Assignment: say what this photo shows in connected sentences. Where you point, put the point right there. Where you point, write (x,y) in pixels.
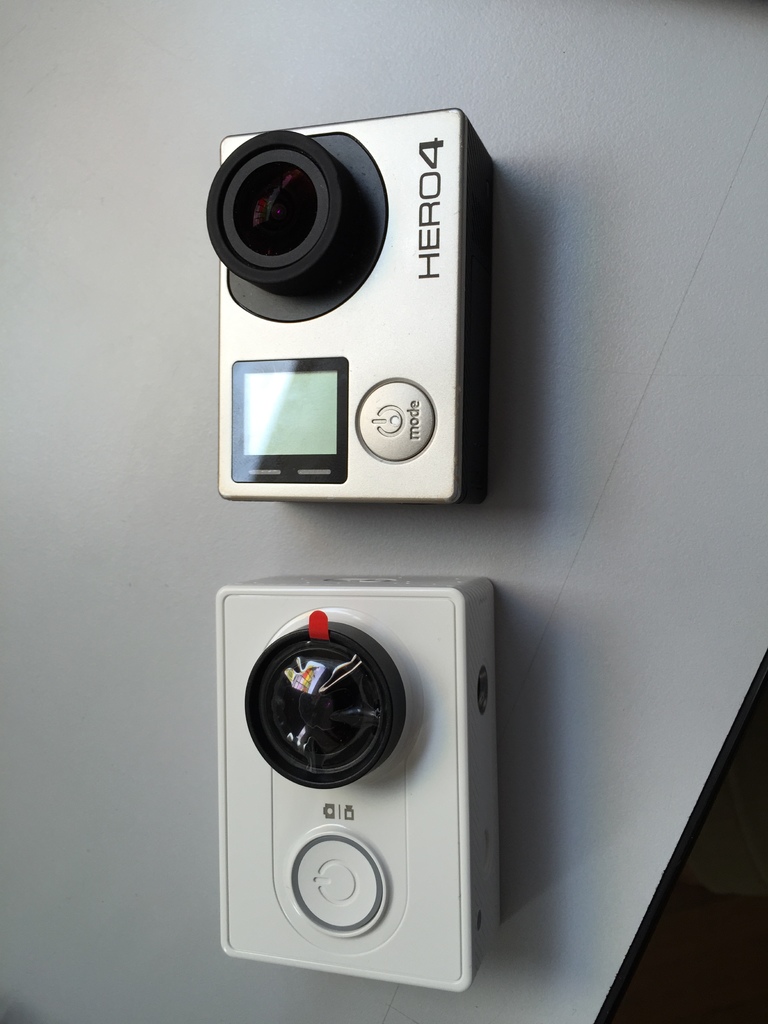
In this image, we can see two cameras (407,120).
